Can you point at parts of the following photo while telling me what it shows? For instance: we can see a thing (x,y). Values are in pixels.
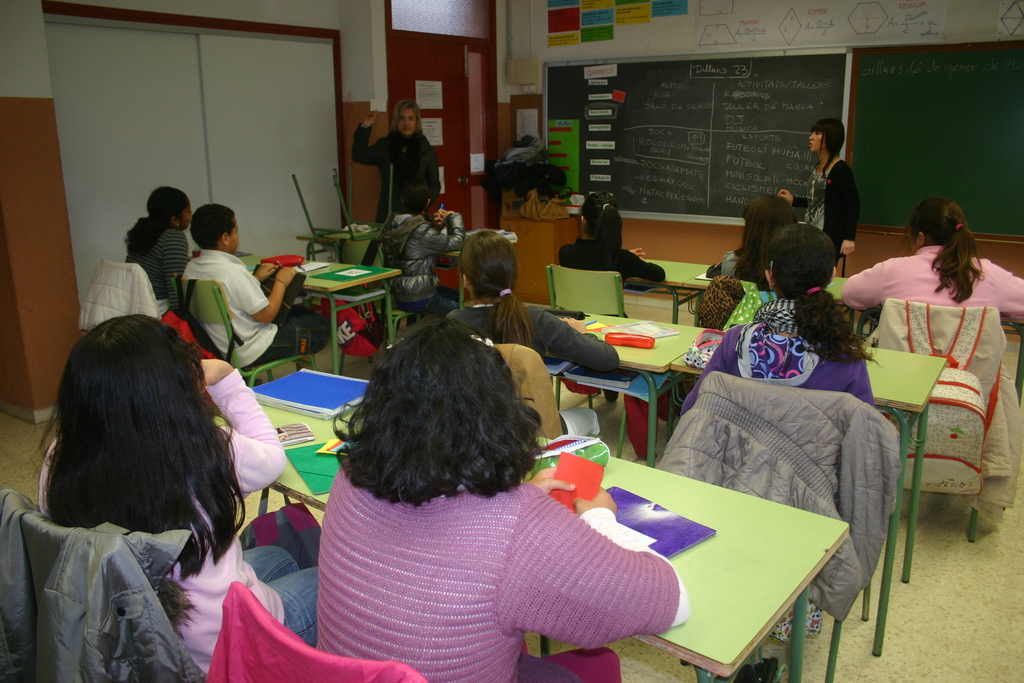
In this image, there is a inside view of a classroom (268,358). There are some person (258,348) sitting on chairs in front of the table (313,271). These persons (604,215) are wearing colorful clothes (425,258). There is a person (819,176) standing who is in the top right of the image (811,177).
